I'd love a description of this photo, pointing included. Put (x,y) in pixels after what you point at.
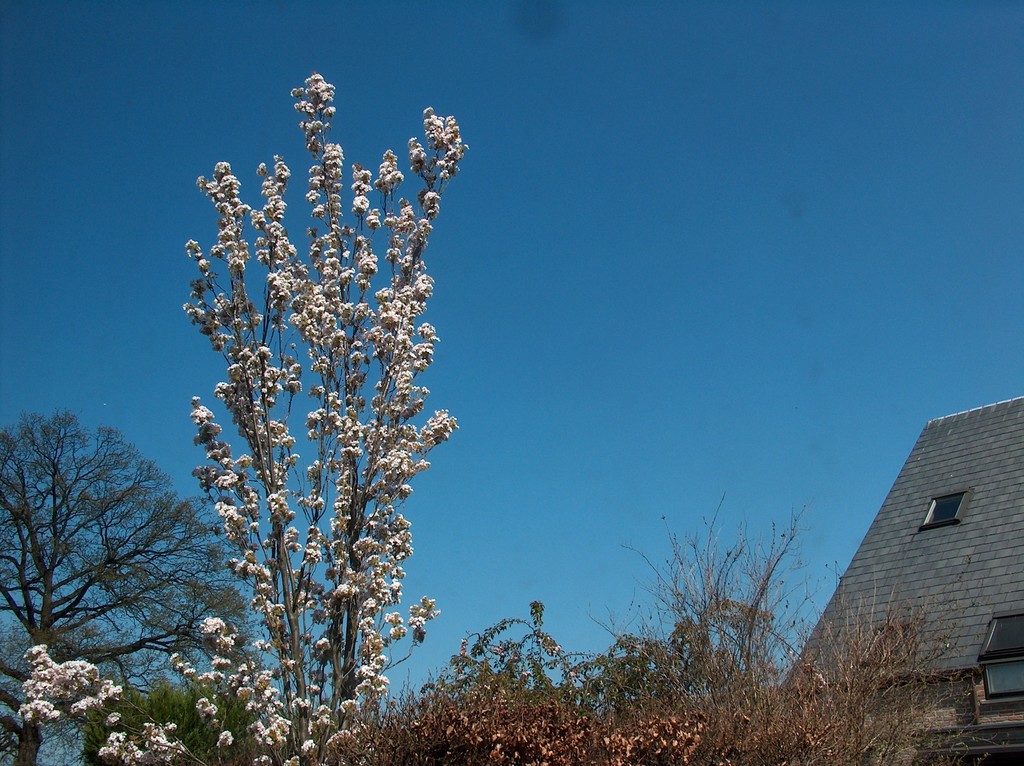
This image consists of trees (147,745). In the front (287,489), we can see white colored flowers (122,753). On the right (951,586), there is a building (942,649) along with a window (988,659). At the top (606,106), there is sky (714,295).
